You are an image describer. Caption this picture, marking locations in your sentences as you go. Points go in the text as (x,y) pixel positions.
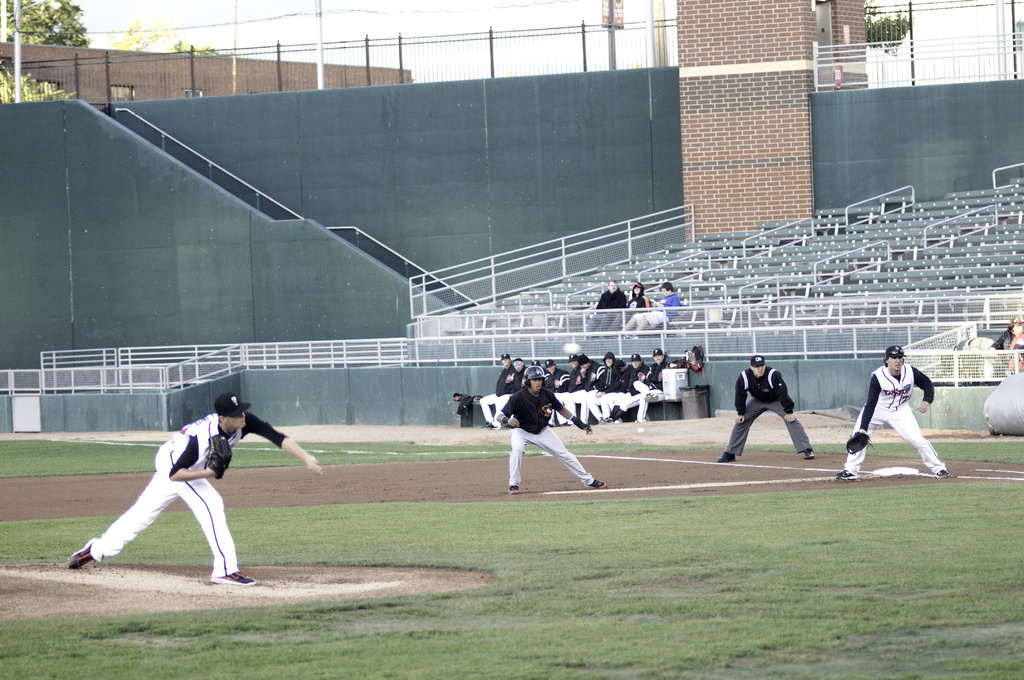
In this image there are base ball players (118,529) playing game on a ground (818,597), in the background (624,382) people (589,383) sitting on the bench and there is a railing (710,323), behind the railing (577,312) there are people (605,298) sitting on chairs (735,295), behind the chairs (663,278) there is a wall (505,84), pillar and trees (874,32).
